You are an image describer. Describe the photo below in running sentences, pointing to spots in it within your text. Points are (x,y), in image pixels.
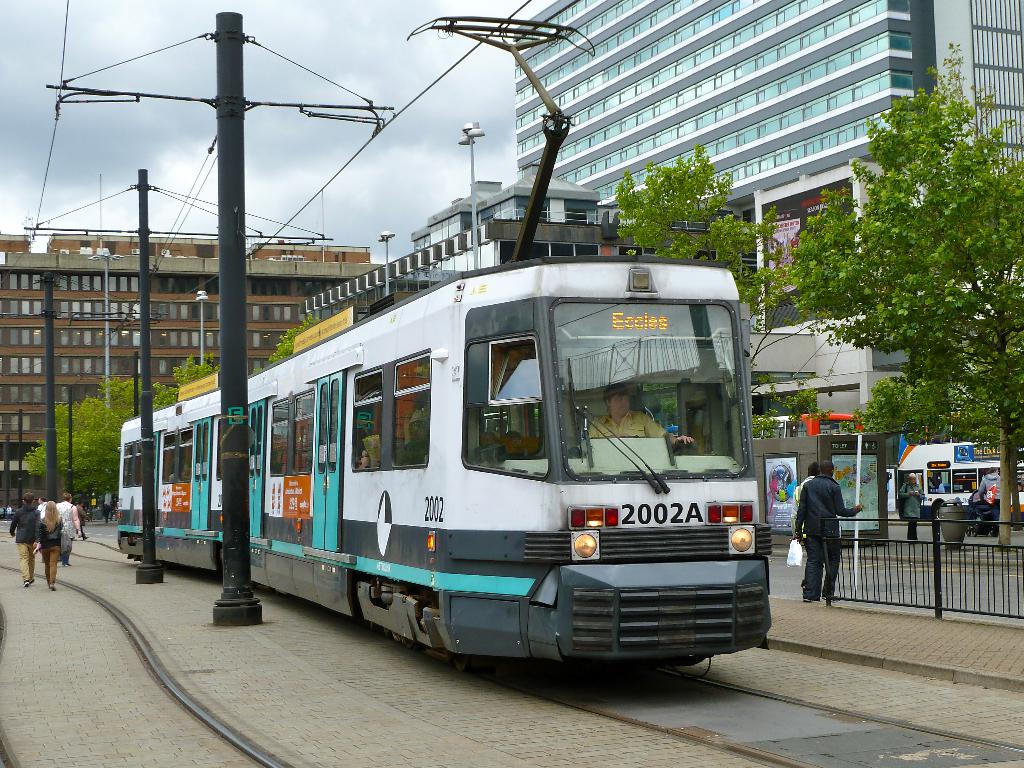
In the center of the image (555,469), we can see a train (632,445) and in the background (45,515), there are people (66,546) walking and we can see trees (862,224), buildings (769,61), poles (141,293) along with wires (285,230) and there are some other vehicles (969,467).
